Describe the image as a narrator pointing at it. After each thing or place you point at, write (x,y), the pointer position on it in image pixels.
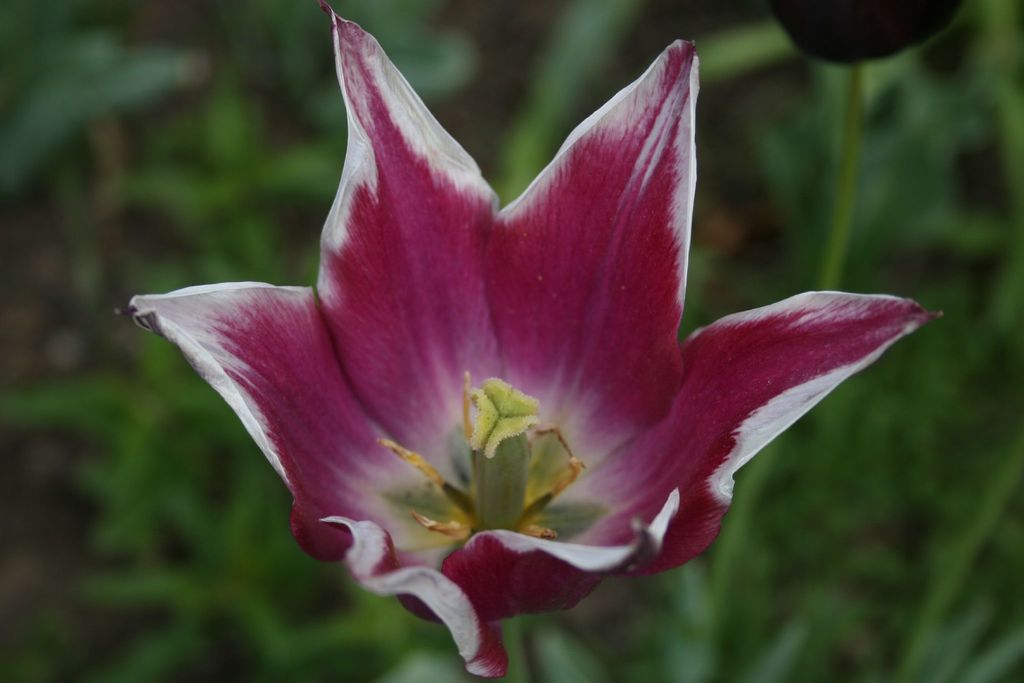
In the center of the image (379,330) we can see a flower (458,415) which is in purple color. At the bottom (838,528) there are plants (165,442).
